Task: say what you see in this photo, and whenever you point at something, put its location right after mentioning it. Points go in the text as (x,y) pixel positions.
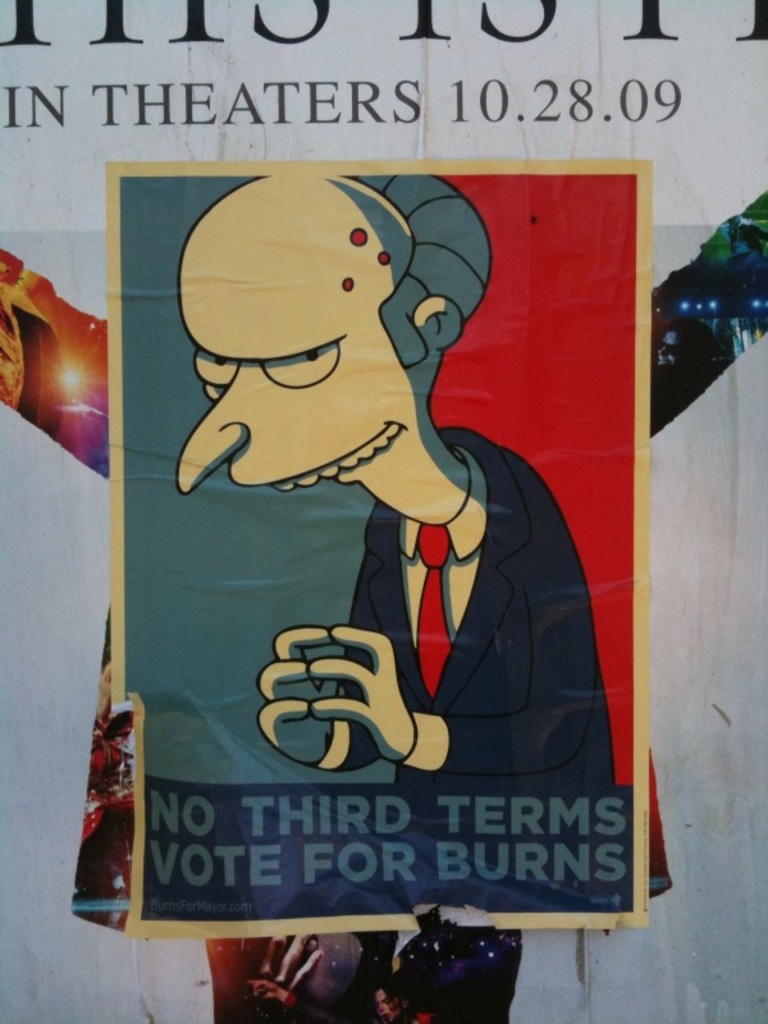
In the image there is a cartoon poster (260,223) on the wall (238,110) with text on it.
